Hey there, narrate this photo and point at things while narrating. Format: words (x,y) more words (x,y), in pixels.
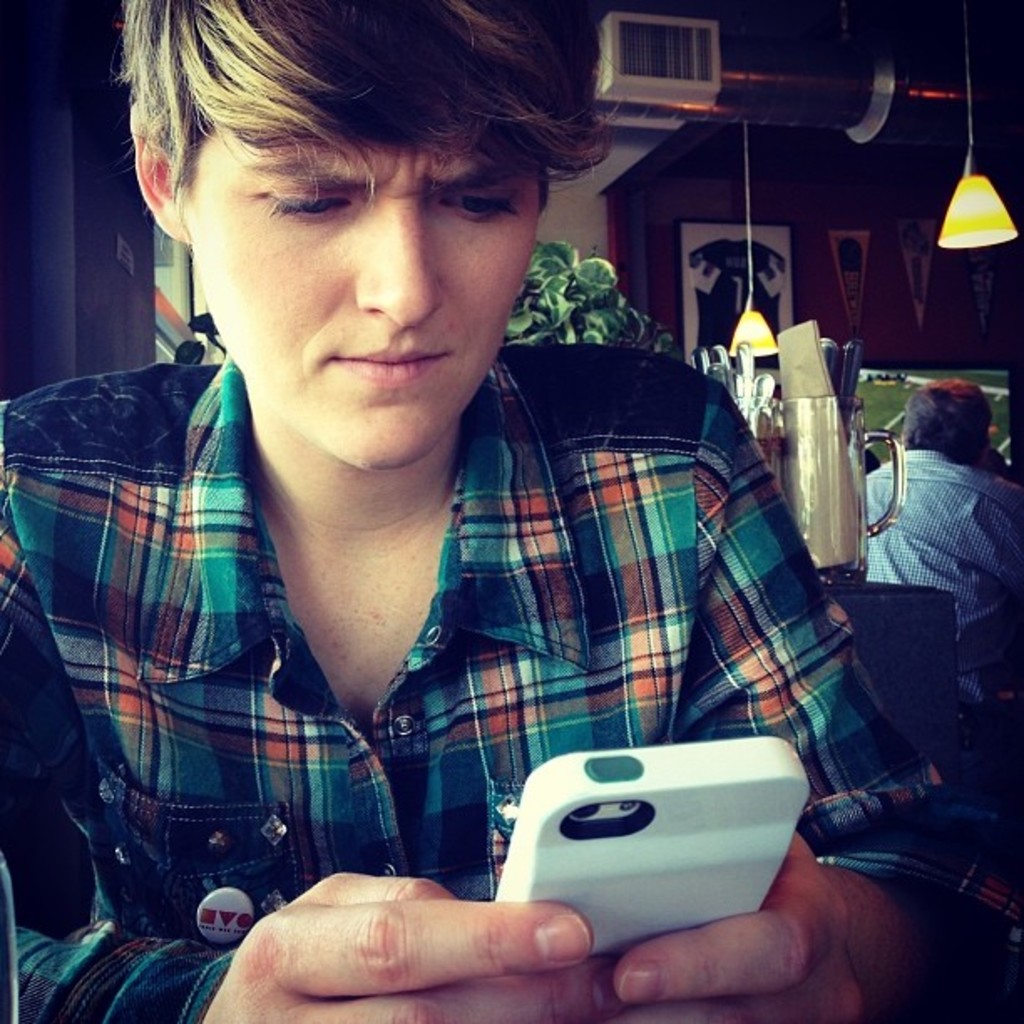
The man (383,559) in front of this picture is carrying mobile phone (655,871) in his hands (787,893) and seeing something in the mobile phone (751,877). He is wearing blue, green, orange check shirt (140,725). The man (931,524) on the right corner of this picture (942,518) is wearing blue checks shirt (943,558) and is sitting on the chair (911,643). We see jar (818,472) in which spoons (706,350) are placed. Behind the man (637,357) we see a plant (592,316), lamps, air conditioner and we even see photo frame (737,235).
